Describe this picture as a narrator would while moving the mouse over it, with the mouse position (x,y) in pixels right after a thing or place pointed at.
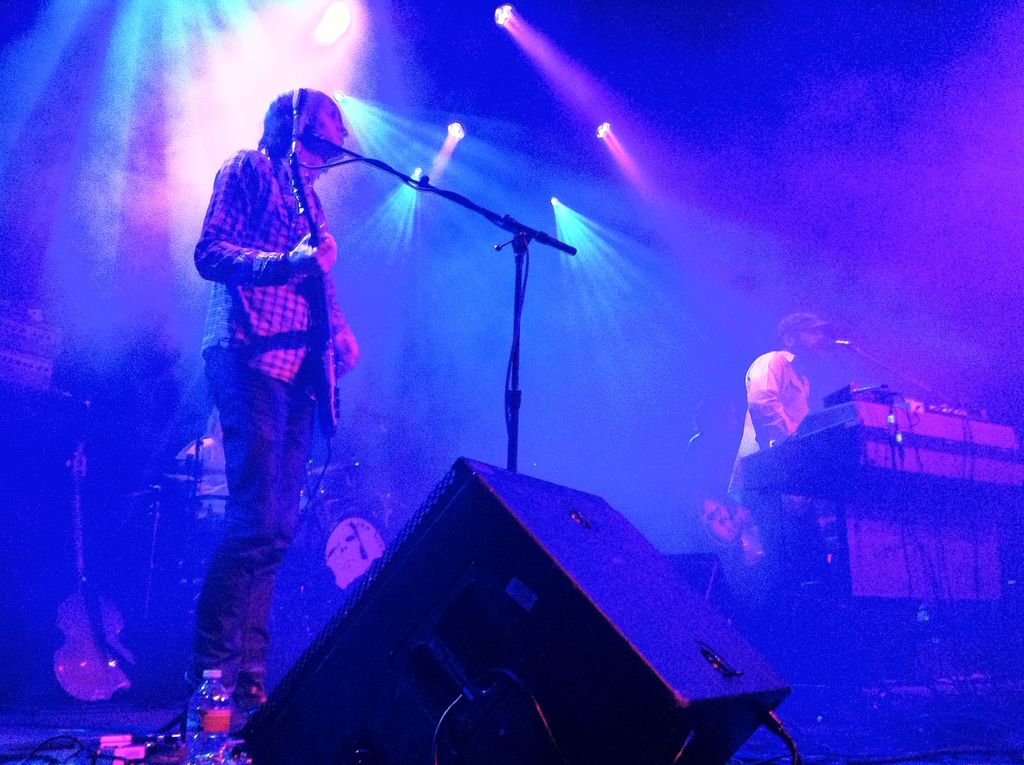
This picture is clicked in the musical concert. At the bottom (526,569), we see a water bottle (199,750), speaker box (490,635) and the wires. The man (265,428) on the left side (227,189) is standing and he is holding a guitar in his hand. In front of him, we see a microphone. Behind him, we see a guitar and some musical instruments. On the right side (766,425), we see a man (766,425) is standing. In front of him, we see the musical instruments (921,407) and a microphone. He might be singing the song on the microphone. At the top (235,7), we see the lights (555,210). In the background (414,397), it is blue in color.
